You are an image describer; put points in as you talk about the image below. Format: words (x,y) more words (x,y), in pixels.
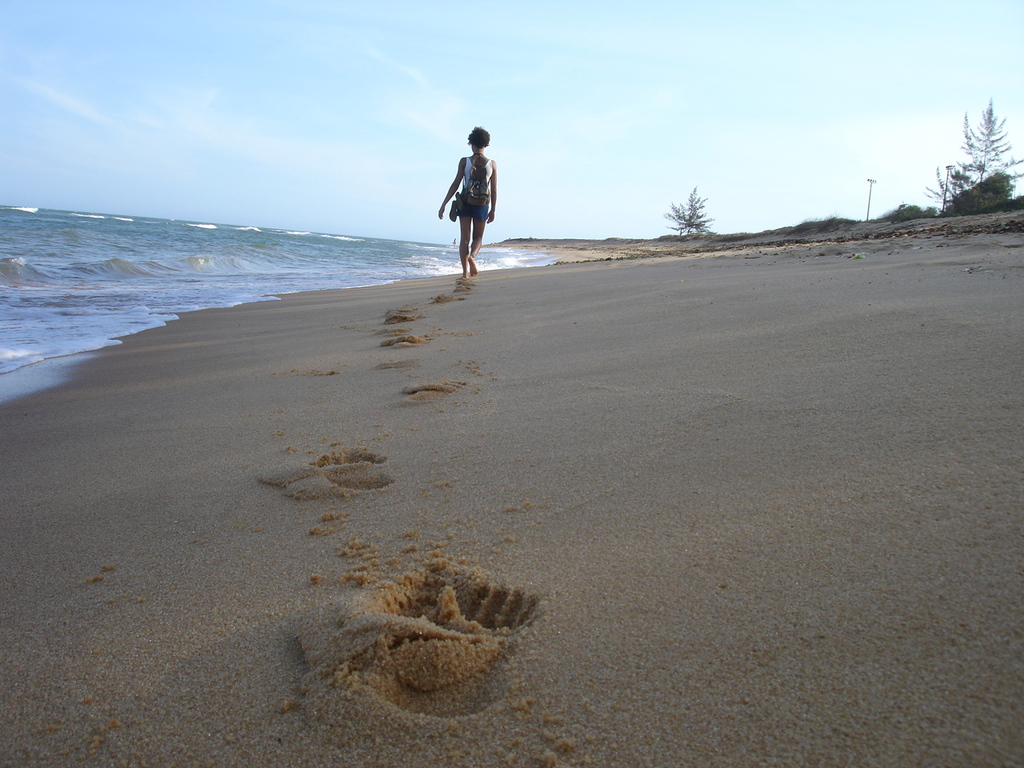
In this image I can see footsteps (410,341) of a person (486,209) on the sand (494,489). There is a person (478,181) in the center (462,262). There is water (162,273) on the left (148,279) and there are few trees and a pole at the back (869,212). There is sky (863,197) at the top (832,183).
